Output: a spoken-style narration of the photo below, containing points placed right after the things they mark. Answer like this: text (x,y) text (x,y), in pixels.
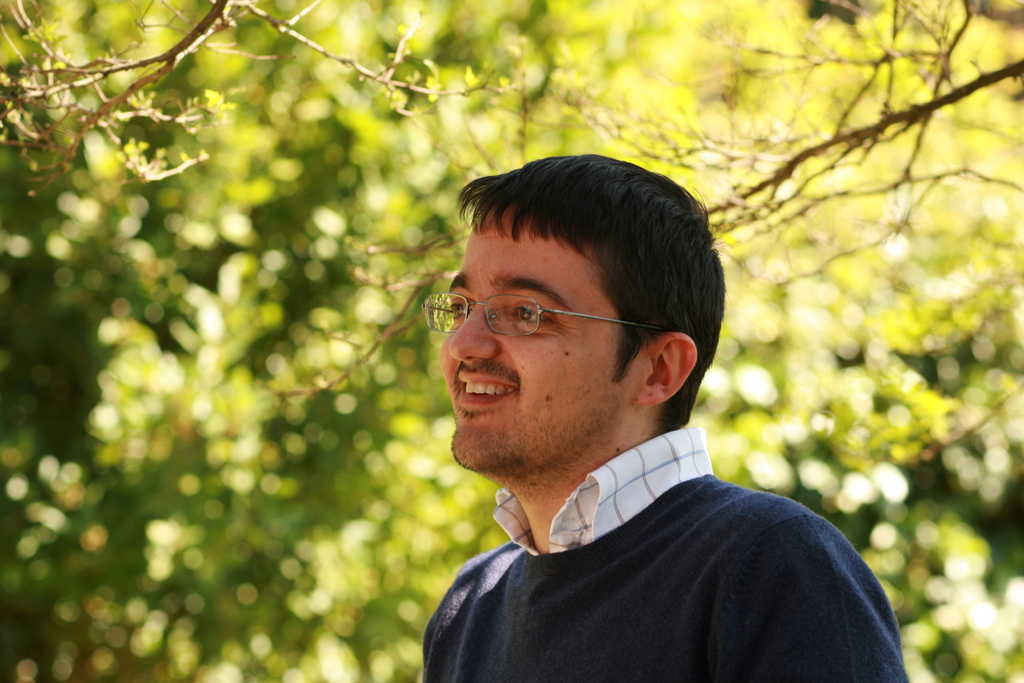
Here we can see a man (512,409). He is smiling and he wore spectacles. In the background (245,80) there are trees (462,179).
